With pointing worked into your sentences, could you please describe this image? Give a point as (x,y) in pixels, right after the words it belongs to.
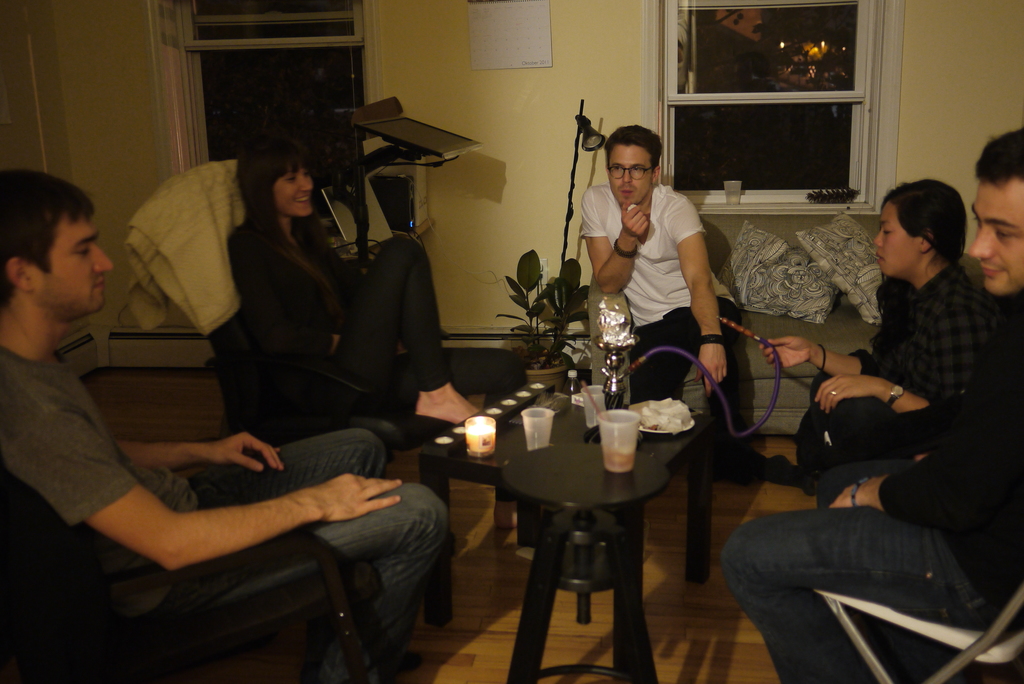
In this picture we can see five people (362,548) sitting on chair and sofa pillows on it and in front of them there is table (557,524) and on table (611,508) we can see glass (619,450), plate (641,418), candle (491,412) and beside to them flower pot (543,376) with plant (526,265), light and in background (406,44) we can see windows (840,52), wall (495,73).
